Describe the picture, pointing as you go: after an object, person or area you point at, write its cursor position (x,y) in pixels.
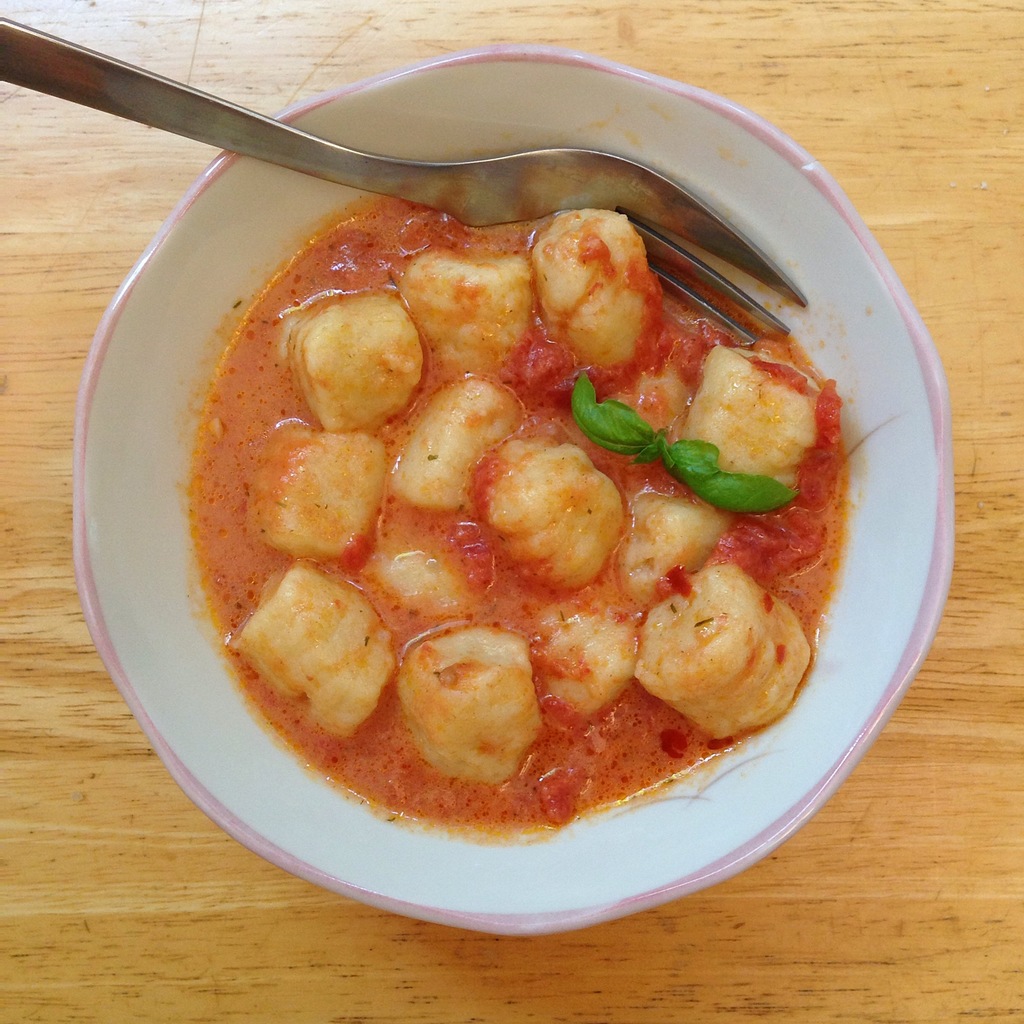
Here we can see a food item (526,472) and a fork (70,77) in a bowl (727,176) on a platform (41,400).
